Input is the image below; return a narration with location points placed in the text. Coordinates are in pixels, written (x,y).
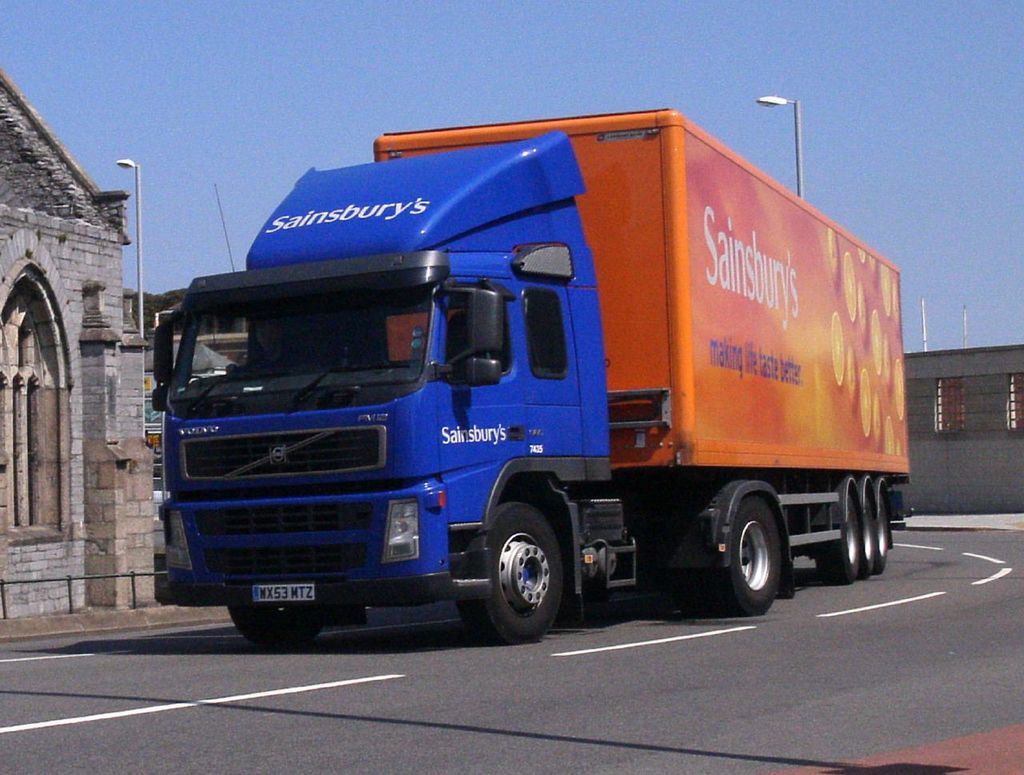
In this image there is the sky (859,98) truncated towards the top of the image (529,48), there are poles (136,204), there are street lights (132,168), there is a wall (978,402) truncated towards the right of the image (973,380), there is the road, there is a vehicle (556,452) on the road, there is a building (70,399) truncated towards the left of the image (63,343).
